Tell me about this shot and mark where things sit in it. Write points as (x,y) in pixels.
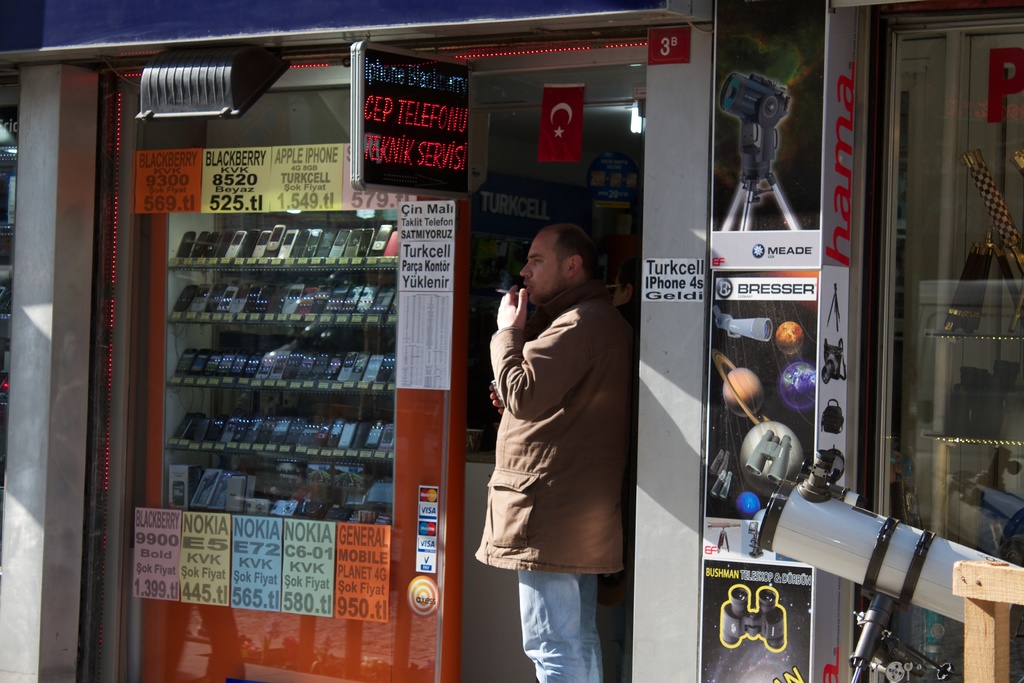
In this image I can see a person (557,451) wearing brown jacket (562,437) and blue jeans (534,636) is standing and holding a cigarette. I can see a store (406,310) in which I can see number of mobiles (279,253) in the racks (280,449), few posters (240,525) attached to the walls (347,92), a board (408,118), a light (189,87) and a white and black colored object (851,565) to the right side of the image (830,568). In the background (632,89) I can see the ceiling (610,91), a light (633,110) to the ceiling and a red colored flag (565,121).
